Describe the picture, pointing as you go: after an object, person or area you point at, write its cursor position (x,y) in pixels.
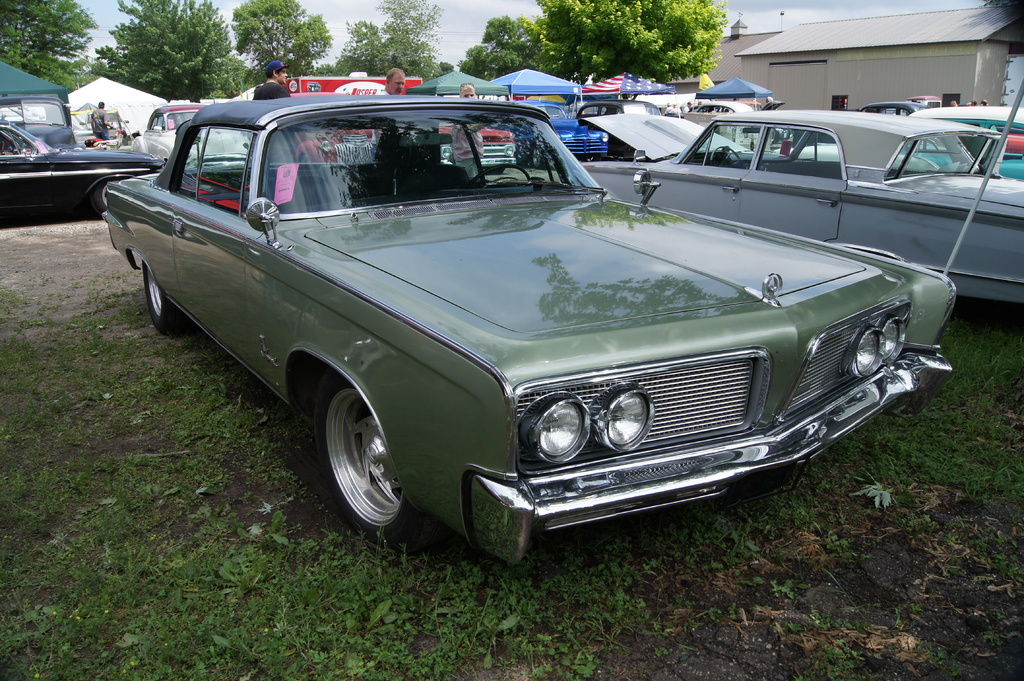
In this image I can see vehicles (290,230) parking on the ground (96,370) and I can see tents (736,83) and persons (283,98) on the ground (19,300), at the top (435,53) I can see trees (621,34), the sky (450,34) and house (830,62).
